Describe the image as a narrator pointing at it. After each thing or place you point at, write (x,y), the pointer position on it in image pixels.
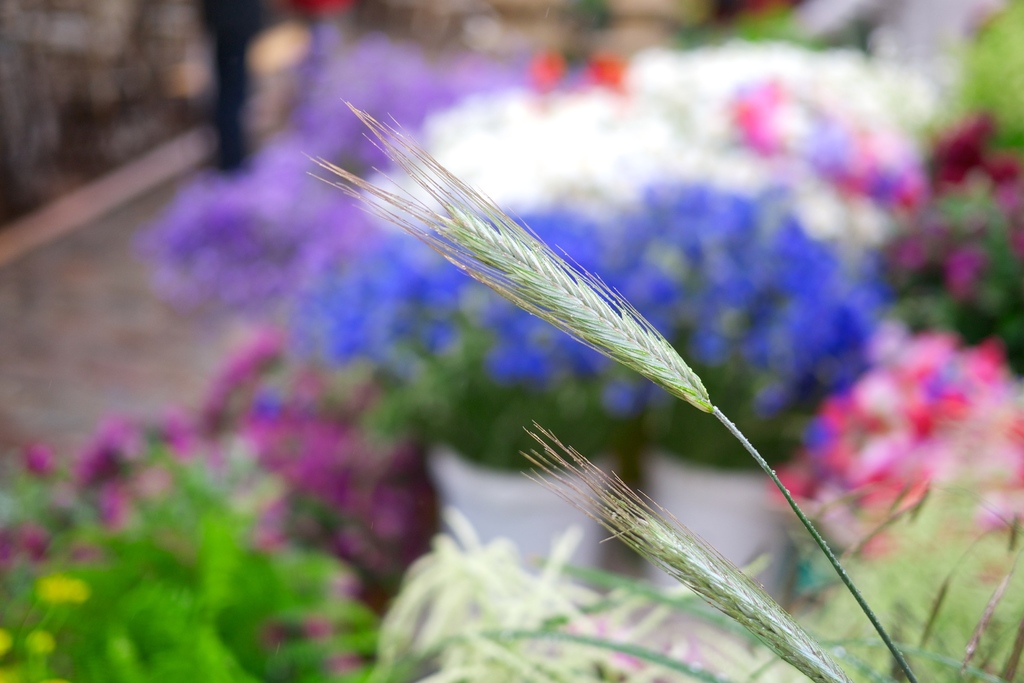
As we can see in the image are plants (535,642), flowers (346,239) and the background (339,13) is blurred.
